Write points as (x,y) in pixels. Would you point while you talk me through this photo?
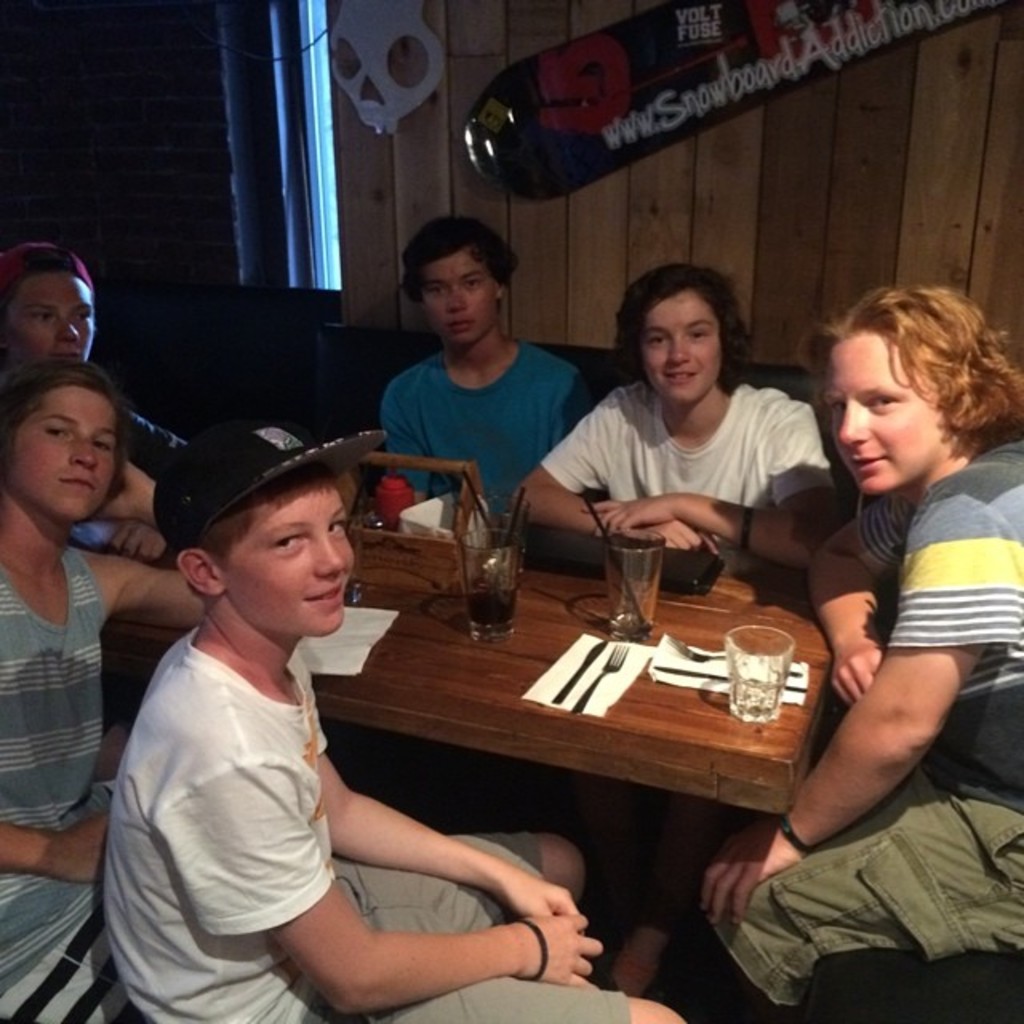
It is a picture, there are group of people (475,391) sitting around the table (477,673) there are three glasses (738,683), forks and knives (569,686) on the table (589,749), in the background (522,231) there is a wooden wall (501,210).
